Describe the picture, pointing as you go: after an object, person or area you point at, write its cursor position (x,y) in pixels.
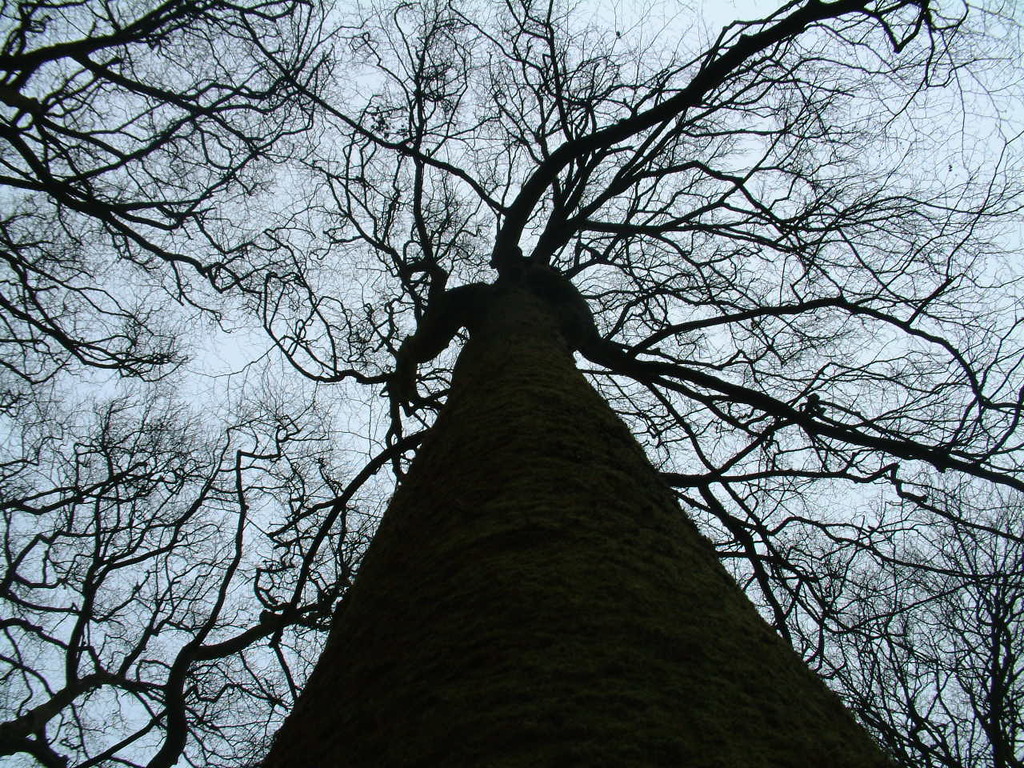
In this picture I can see trees (538,472) and a cloudy sky (488,274).
